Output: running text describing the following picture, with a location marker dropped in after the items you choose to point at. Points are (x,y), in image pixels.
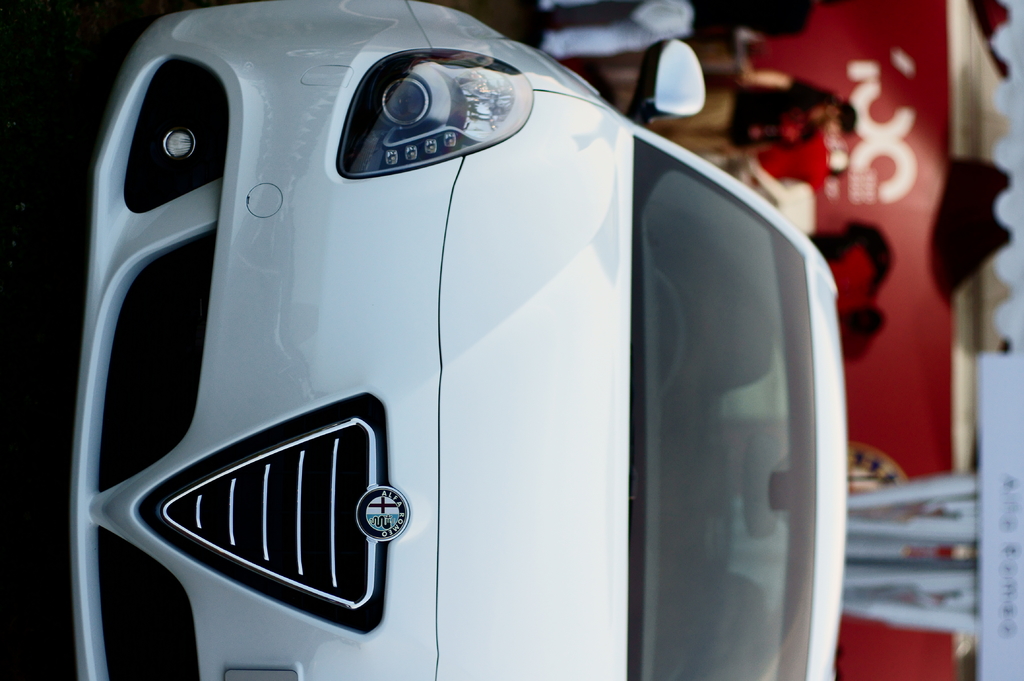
In this image we can see a car (413,309) which is in white color and there are some people (765,103). The image in the background (949,443) is blurred.
